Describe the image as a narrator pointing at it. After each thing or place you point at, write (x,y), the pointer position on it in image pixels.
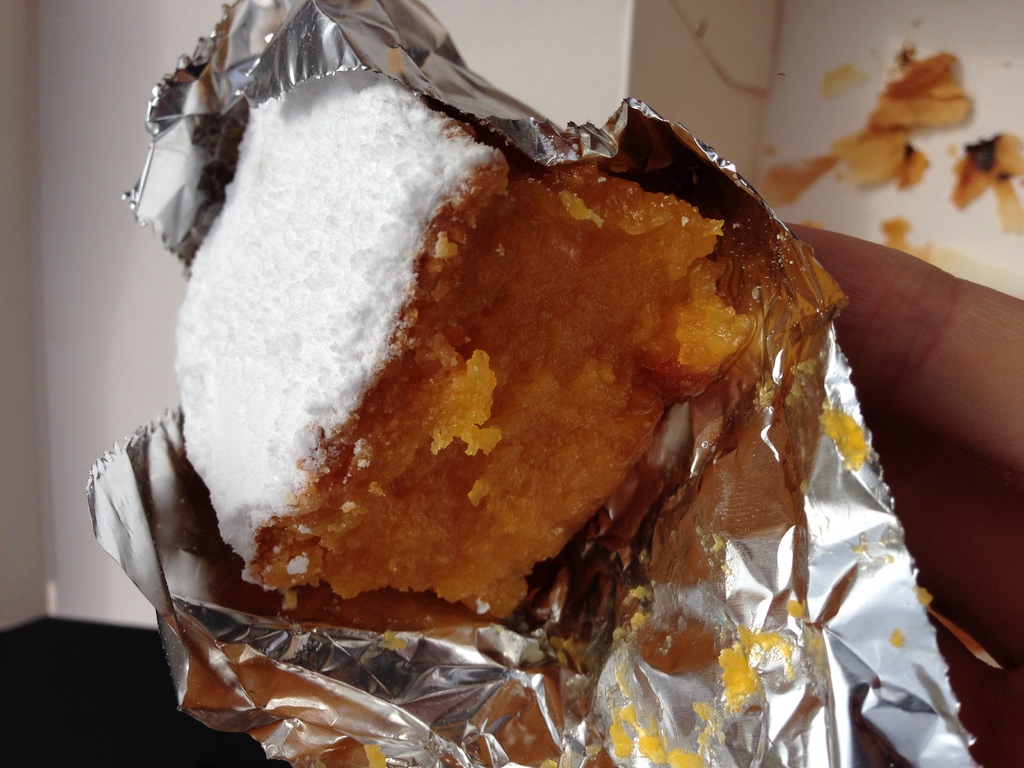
In this picture I can see a food item (478,451) is covered with an aluminium foil (733,473). The background of the image (87,182) is white.
